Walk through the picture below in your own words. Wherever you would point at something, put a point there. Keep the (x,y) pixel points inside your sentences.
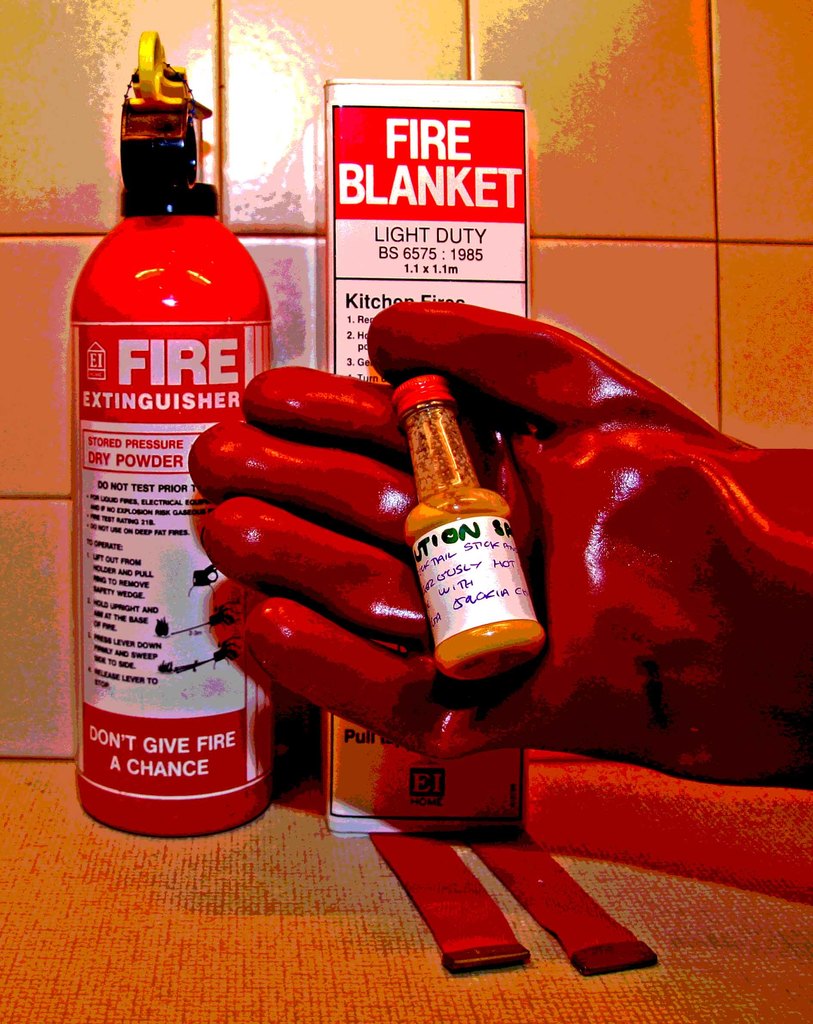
This picture is of inside. On the right (705,597) we can see a red color glove (512,483) on a hand (416,610) and a bottle (467,493). On the left (162,118) there is a fire extinguisher (155,500) placed on the ground (155,910). In the center (371,362) we can see a box (475,243). In the background (733,83) there is a wall (756,291).
